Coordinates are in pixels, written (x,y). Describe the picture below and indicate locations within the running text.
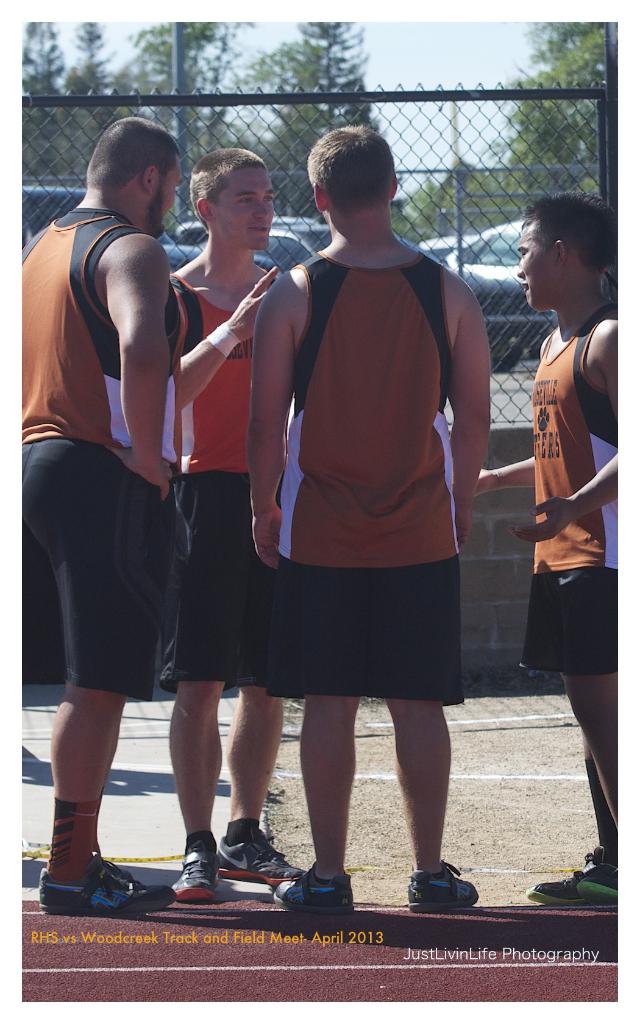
In this image we can see a group of men (421,751) standing on the ground (364,861). On the backside (509,125) we can see a metal fence (497,296), a group of cars (512,322) on the ground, a pole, a group of trees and the sky (491,143) which looks cloudy.
